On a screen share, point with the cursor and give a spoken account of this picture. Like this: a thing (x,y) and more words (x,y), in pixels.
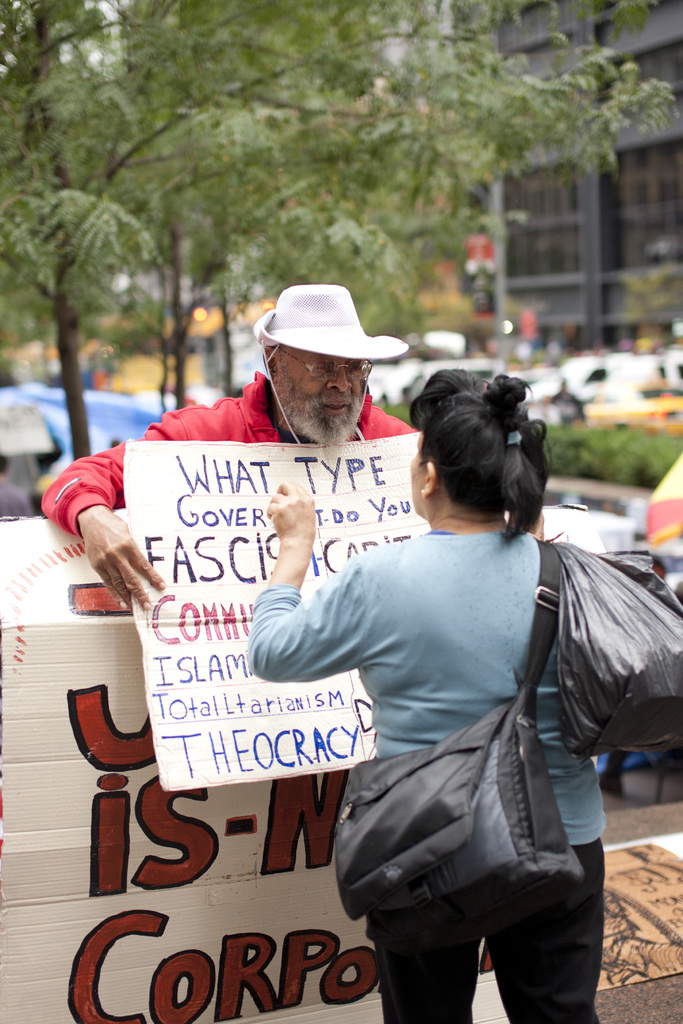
In this image we can see there is a man (357,371) wearing a hat (329,301) and holding a board (196,567) with something written on it. There is a woman (462,624) holding a bag (429,761). In the background (241,183) we can see trees (248,235), buildings (642,178) and vehicles (590,364).
